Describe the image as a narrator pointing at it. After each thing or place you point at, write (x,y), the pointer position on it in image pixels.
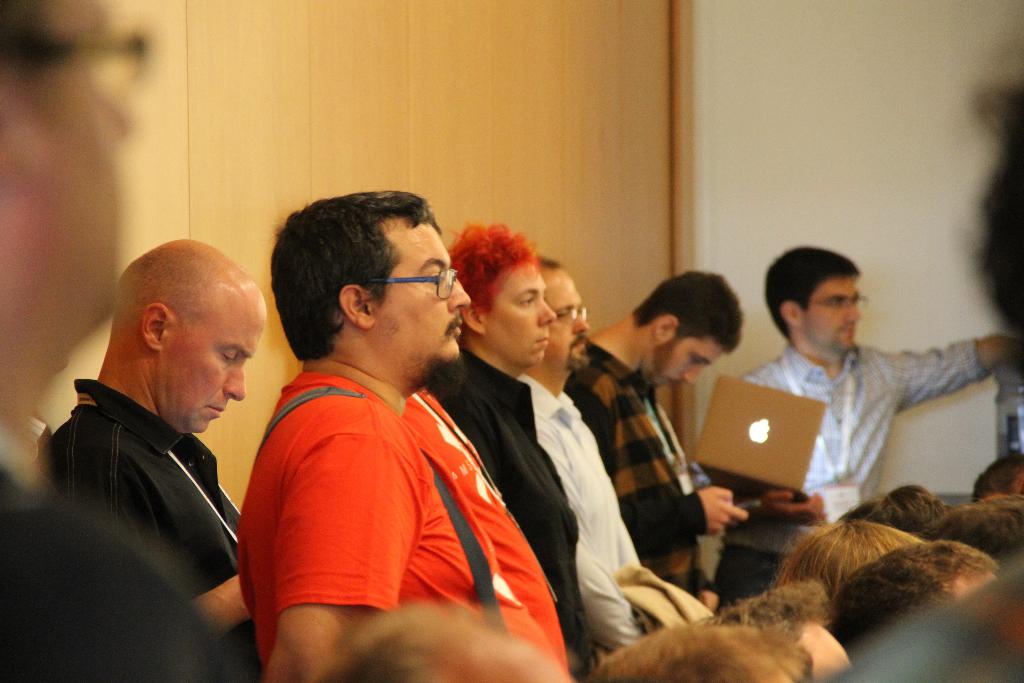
In this image I can see the group of people (296,267) with different color dresses (507,381). I can see one person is holding the laptop (738,453). In the background (635,86) I can see the wall (696,104).
